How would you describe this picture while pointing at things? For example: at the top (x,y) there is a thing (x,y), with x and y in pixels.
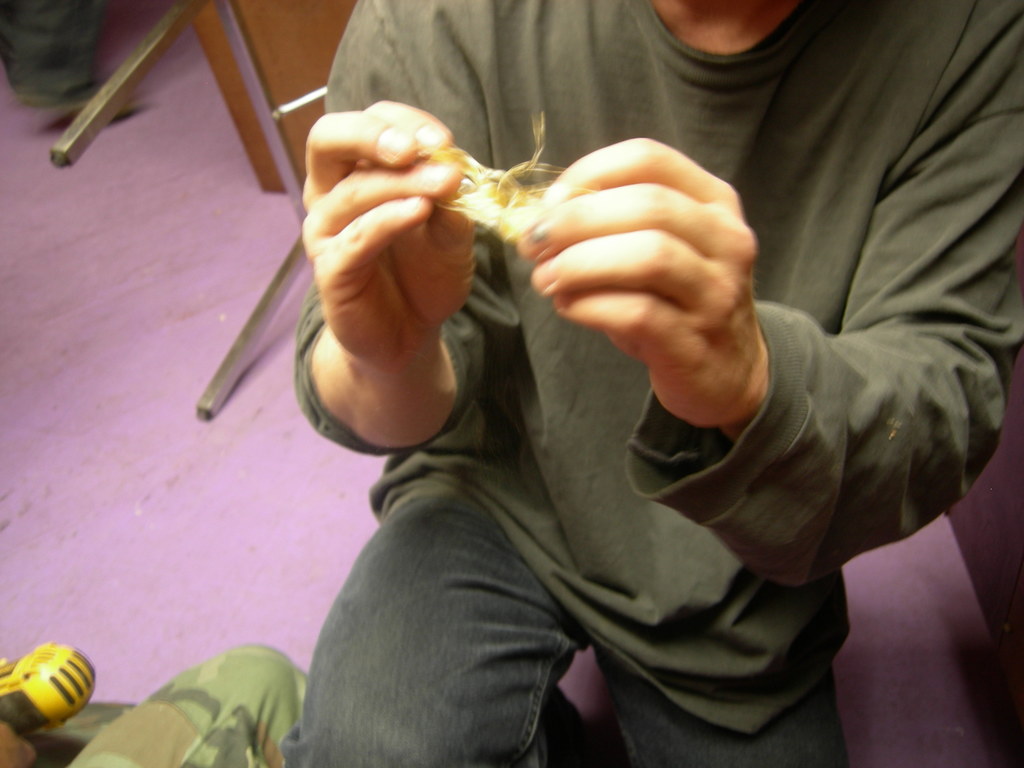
In this picture we can see a person (612,452) in the squat position and the person (498,258) is holding an item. On the left side of the person (604,252) there is a yellow object (55,691) and behind the person (612,241) there are steel rods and other things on the floor (150,313).
